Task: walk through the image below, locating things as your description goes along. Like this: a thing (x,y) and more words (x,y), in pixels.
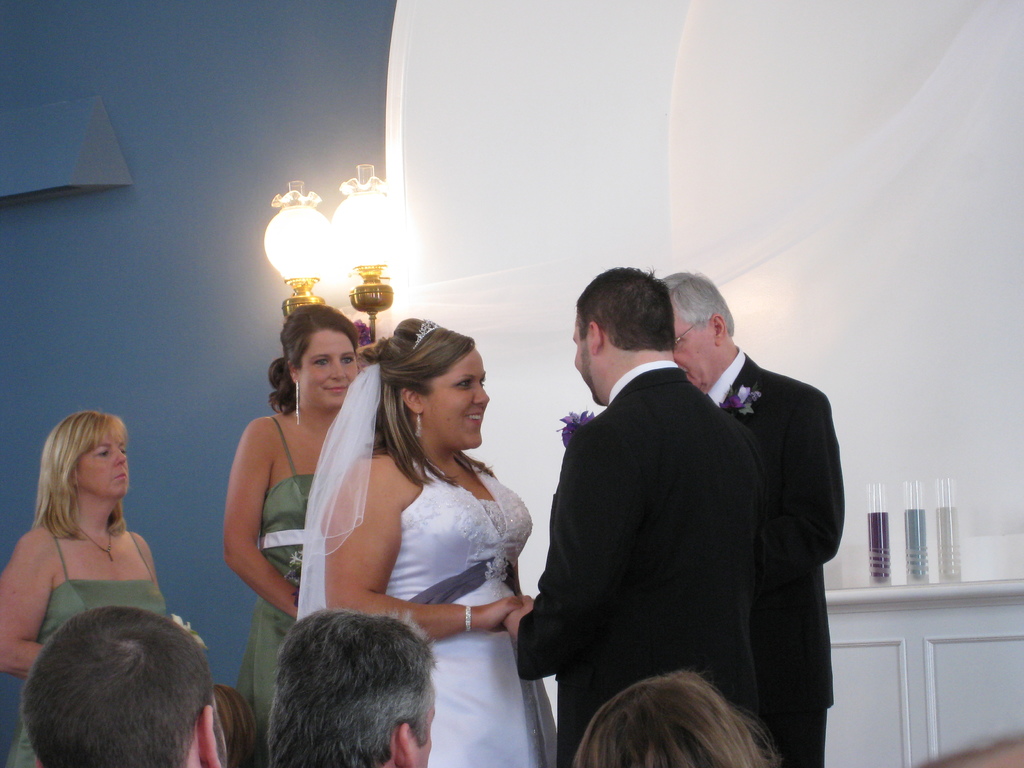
In this image we can see few people (360,552). One lady (509,554) is wearing crown (428,327) and veil (358,398). In the back (304,236) there are lights (298,219). In the background (385,118) there is a wall (485,101). On the right side (943,597) there is a platform (912,596). On that there are few objects (913,542).
